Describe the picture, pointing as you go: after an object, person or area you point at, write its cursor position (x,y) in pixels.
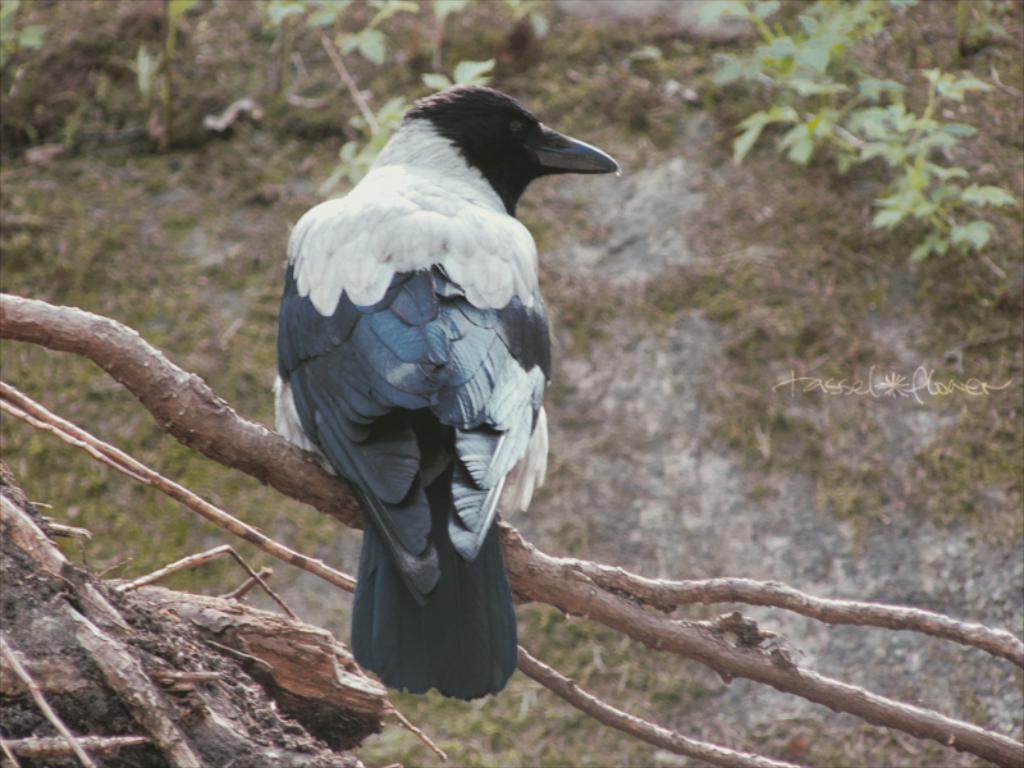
In this picture I can observe a bird (455,462) on the branch (202,425) of a tree (189,414). This bird (423,399) is in black and white color. In the background (141,159) I can observe some plants (779,106) on the land (178,113). On the right side (878,385) there is a watermark (868,394) in this picture.
